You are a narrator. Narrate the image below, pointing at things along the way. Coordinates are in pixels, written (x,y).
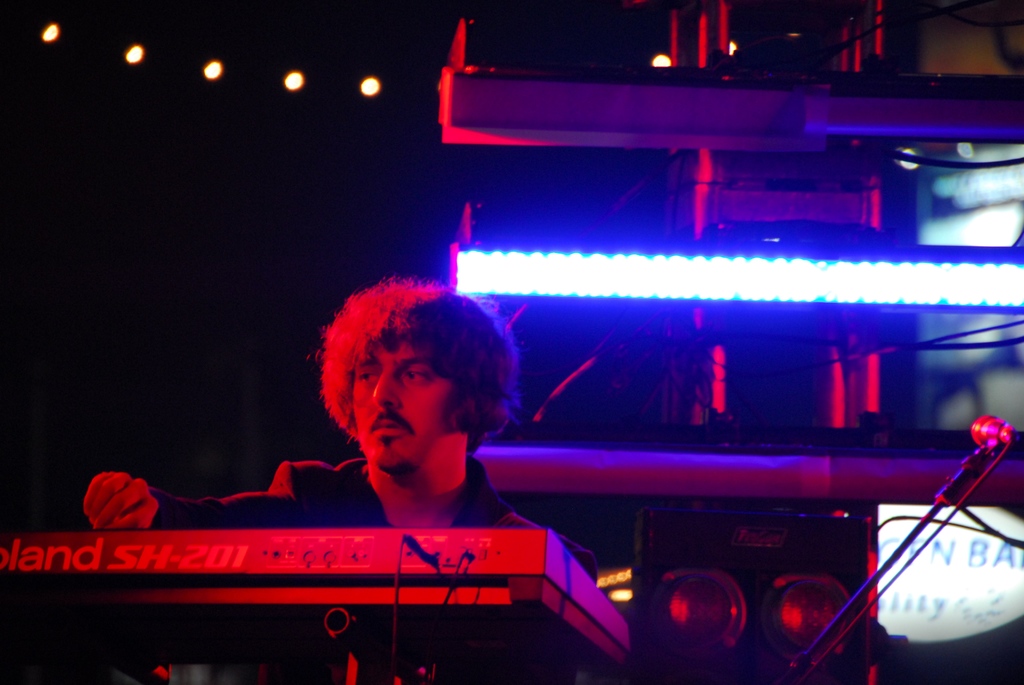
Mic (1014,430) with holder (854,598). Here we can see speakers (786,602) and focusing lights (47,32). In-front of this man (378,387) there is a musical instrument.
